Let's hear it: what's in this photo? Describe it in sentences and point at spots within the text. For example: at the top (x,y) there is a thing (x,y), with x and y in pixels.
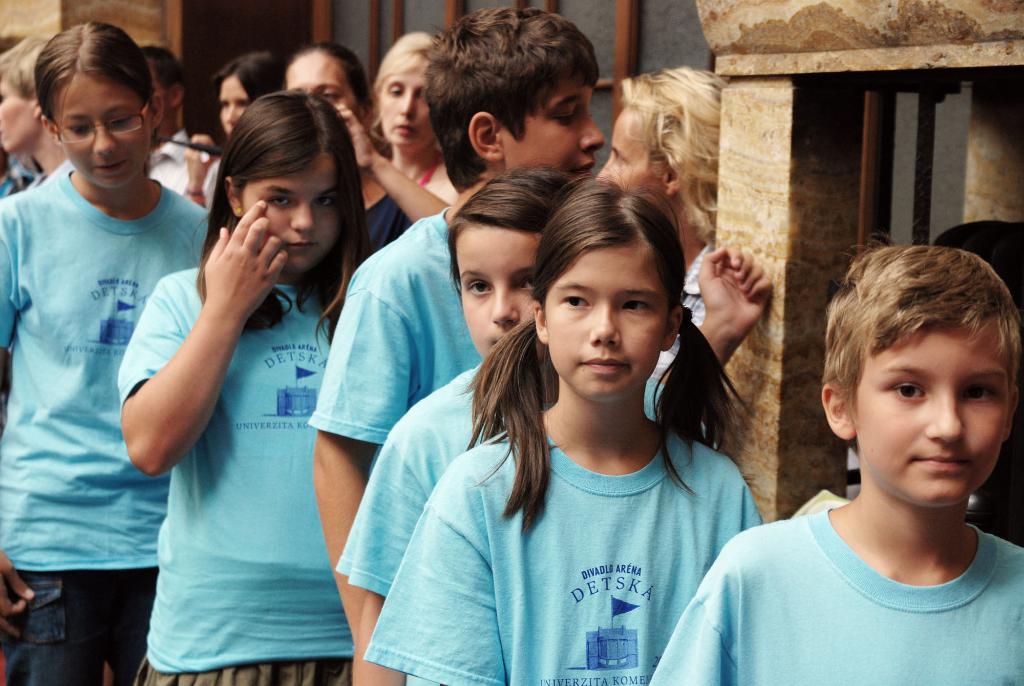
In this picture, we see the girls (453,411) and the boys (375,321) are standing. On the right side (775,248), we see a wall (794,162) or a pillar (794,274). Behind them, we see the people (379,113) are standing. In the background (143,18), we see a pillar (149,33) and the windows (515,1).
